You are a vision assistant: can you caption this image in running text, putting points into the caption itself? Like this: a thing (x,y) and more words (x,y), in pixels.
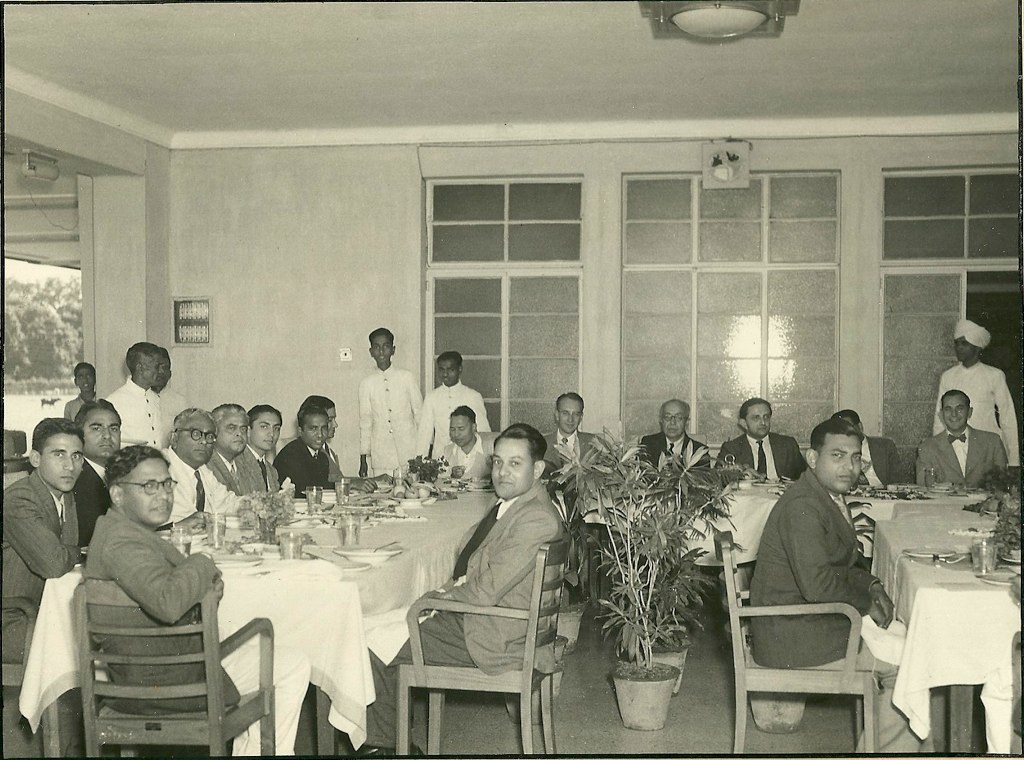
In this image I can see number of people (194,414) are sitting on chairs (13,671), I can also see few are standing. Here I can see a plant (600,549) and a table (410,542). I can also see few stuffs (375,509) on these tables (350,602).
